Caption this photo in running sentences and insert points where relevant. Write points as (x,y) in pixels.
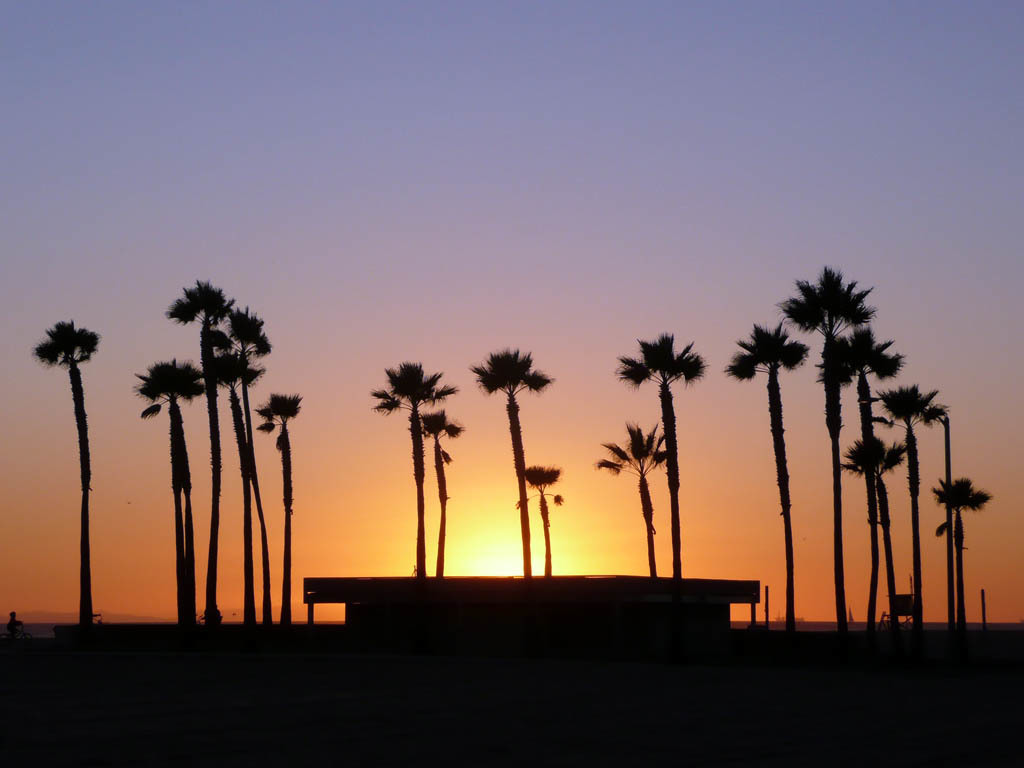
This image is taken during the evening time. In this image we can see the building (518,619) and also trees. In the background (599,228) there is sky (767,87) and also the sun (489,553).
